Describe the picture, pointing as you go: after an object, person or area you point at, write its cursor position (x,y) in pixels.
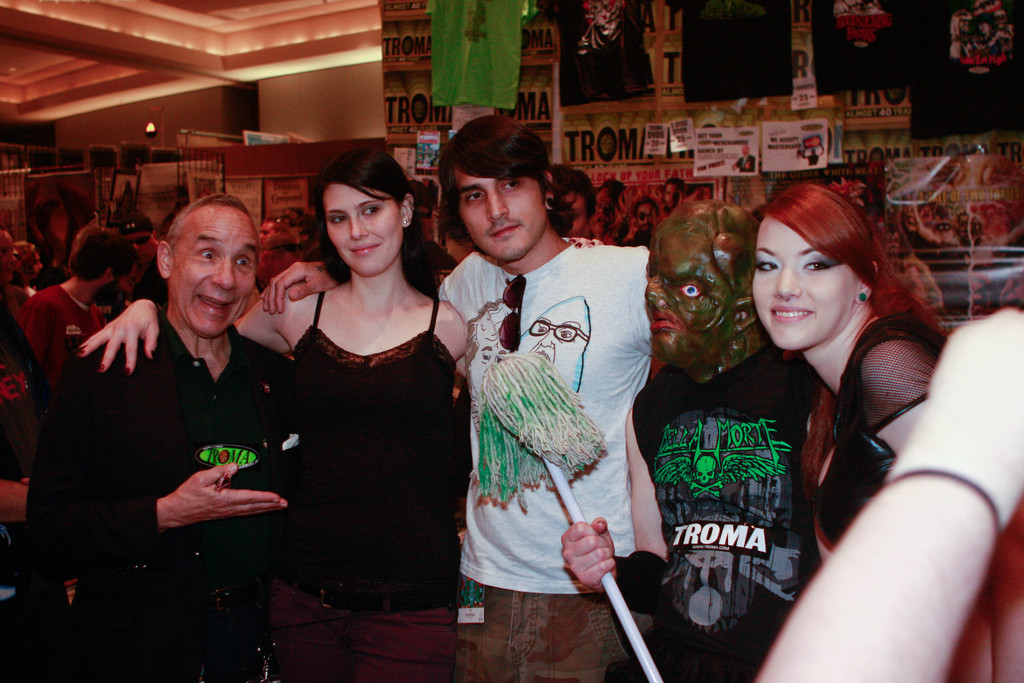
In this image in the front (196,385) there are persons (265,406) standing and smiling. In the background (169,174) there are posters (716,152) with some text (517,109) and there are persons (295,226) there is a pillar (236,123) and there is a light (148,134) and there is a wall (334,112).
